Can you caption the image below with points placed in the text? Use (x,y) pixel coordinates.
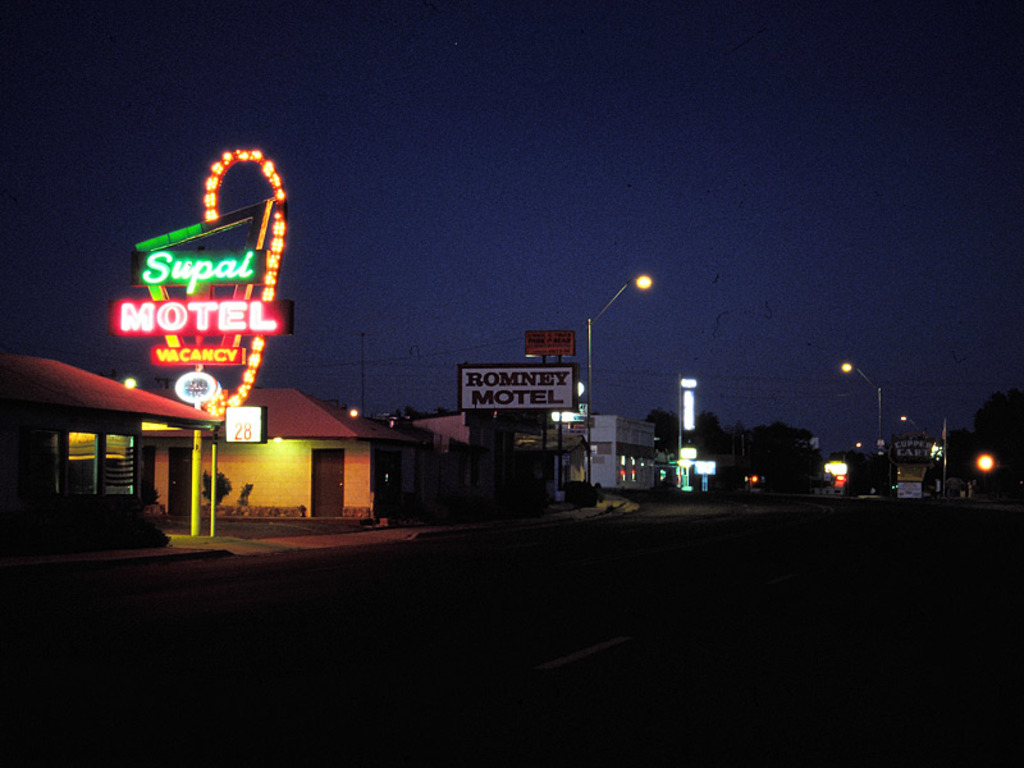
In this picture we can see buildings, here we can see electric poles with lights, name boards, trees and some objects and we can see sky (754,145) in the background (714,143).
